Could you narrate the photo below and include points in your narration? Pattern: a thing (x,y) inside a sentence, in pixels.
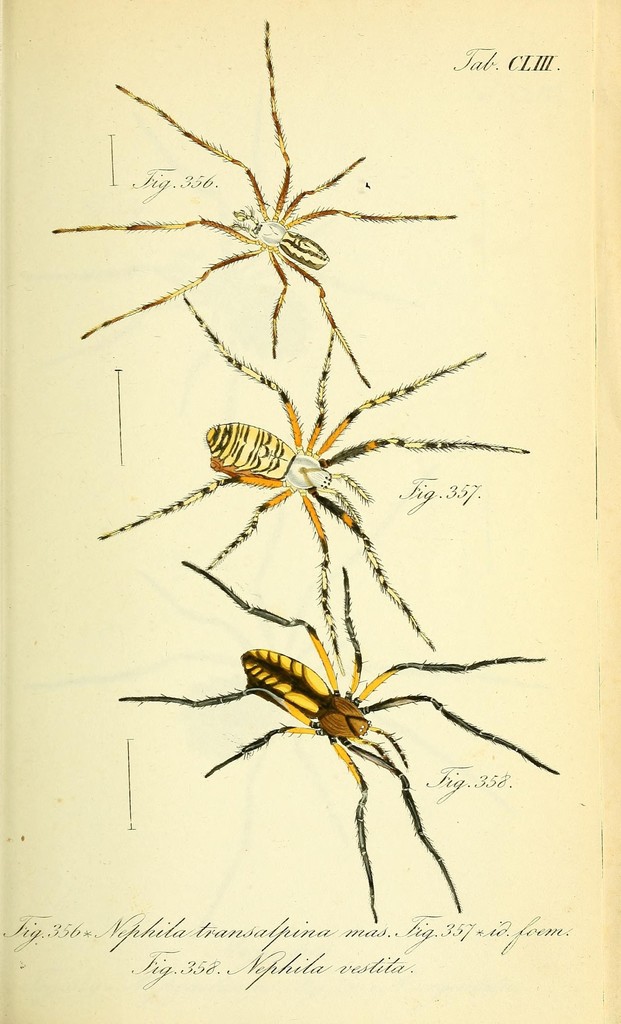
This is a page (575,895) and on this page (65,559) we can see three insects (270,671) and some text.
